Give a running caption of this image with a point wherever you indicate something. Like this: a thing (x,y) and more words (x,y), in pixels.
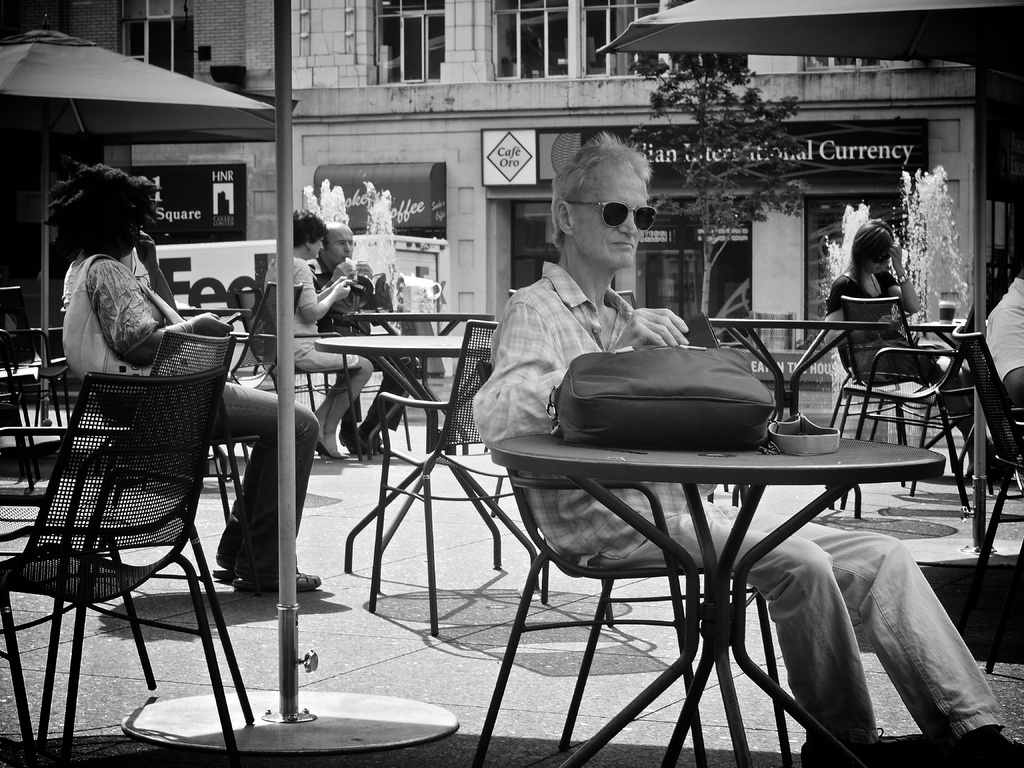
Here we can see many chairs (96,499) and tables (567,446) and few people (534,418) are sitting on the chair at the table (620,478). In the background (507,255) we can see a building (371,96), trees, tents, fountain (376,225), hoarding (994,175) and a pole (288,592).
